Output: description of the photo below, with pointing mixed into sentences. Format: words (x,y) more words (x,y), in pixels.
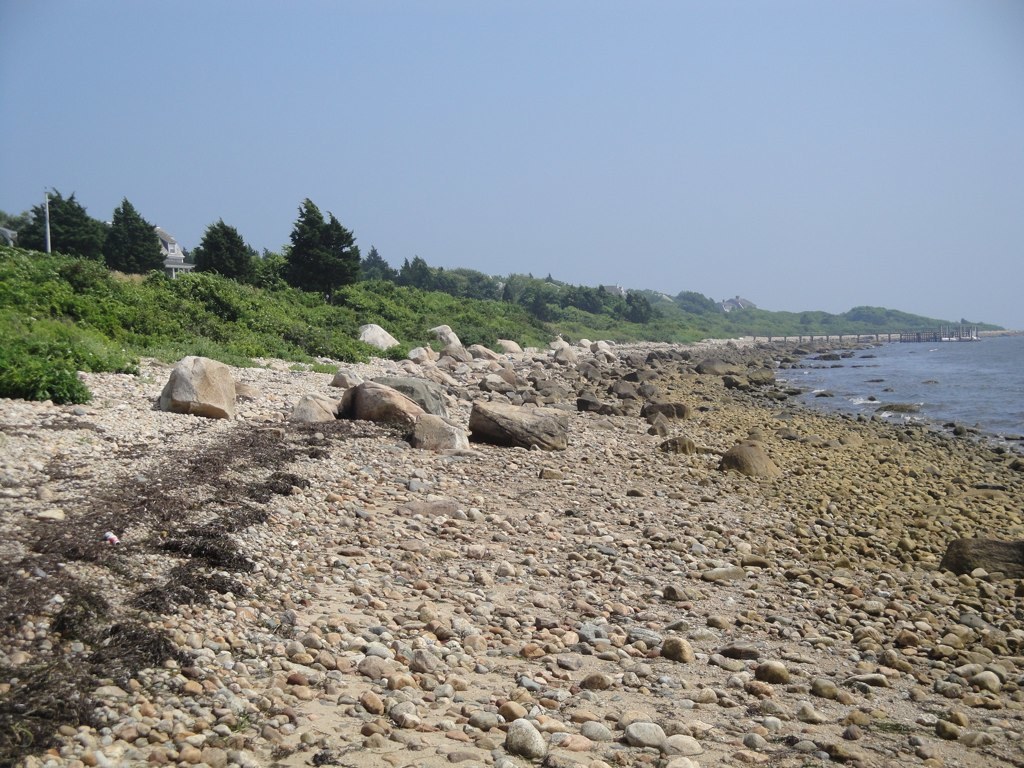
In this picture we can see some stones (578,532) and rocks (565,363) at the bottom (562,577), on the right side (892,384) we can see water (969,378), in the background (177,279) there are some trees (231,259) and plants (280,350), there is the sky (593,111) at the top of the picture (532,99).
